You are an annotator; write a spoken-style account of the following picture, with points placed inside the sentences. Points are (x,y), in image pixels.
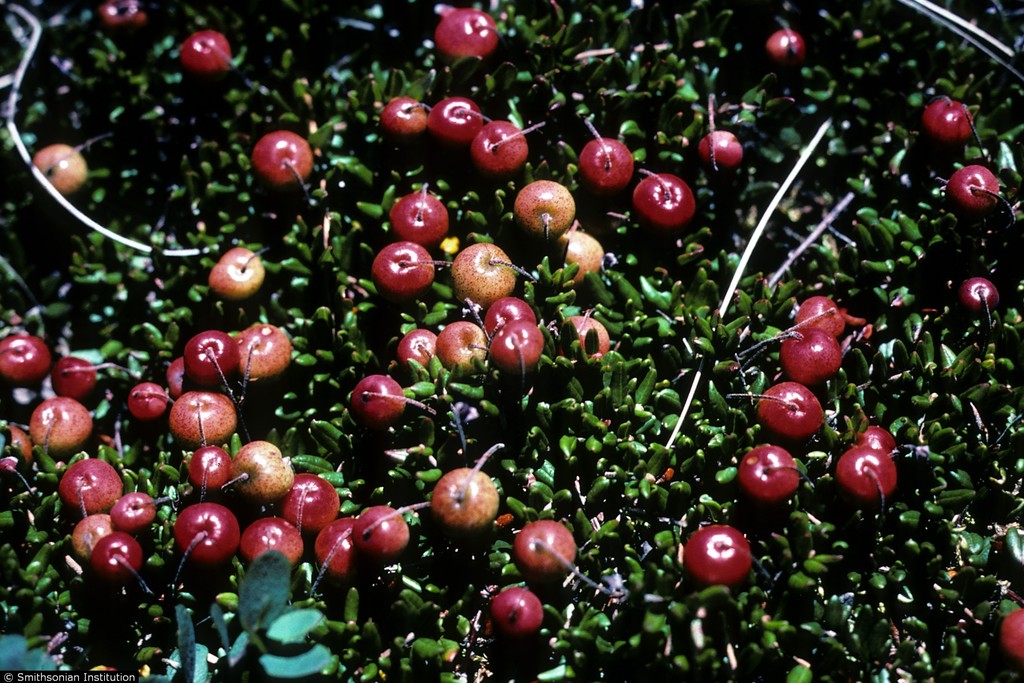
In this picture, we see a plant (744,513) which has fruits (804,387) and these fruits (378,268) are in red color.
